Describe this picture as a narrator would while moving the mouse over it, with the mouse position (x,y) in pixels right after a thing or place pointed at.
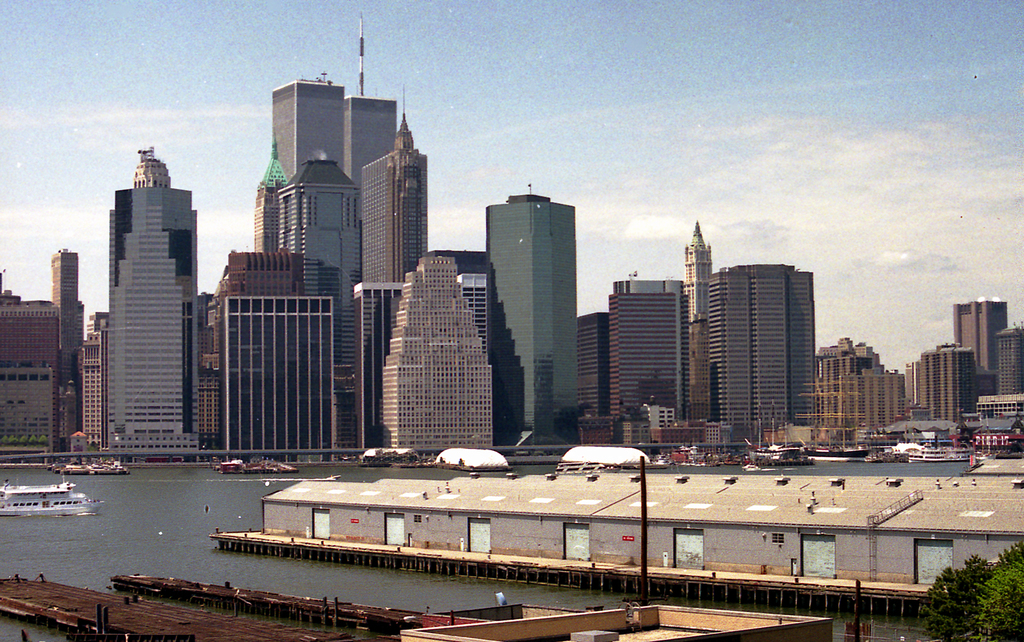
In this image there are tall buildings (459,268) one beside the other. At the top (695,10) there is the sky (689,15). At the bottom (173,544) there is water (173,505) in which there are ships (54,497) and boats (58,509). On the right side (772,583) there is a bridge (556,568) in the water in which there is a shed (843,519). On the left side (210,591) there are two wooden bridges (151,608) in the water (50,564).
